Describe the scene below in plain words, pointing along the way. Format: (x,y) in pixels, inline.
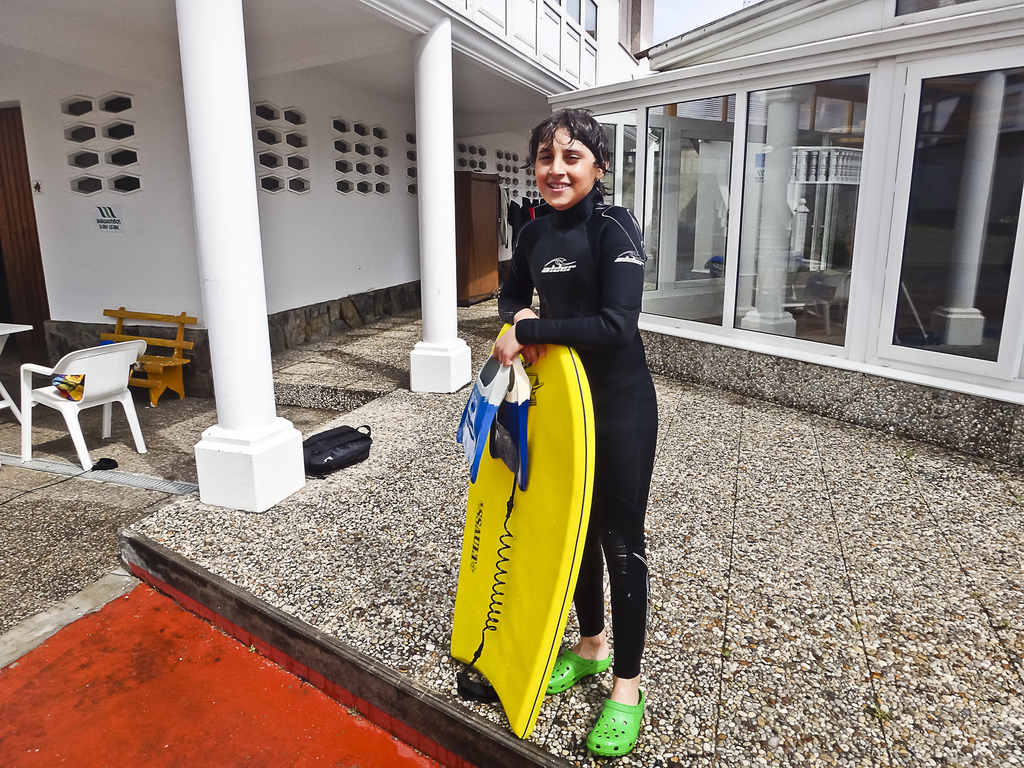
In this image there is a person (594,588) standing on a floor (598,687), holding a surfing board (531,492), in the background (731,58) there are buildings (289,120), chairs (103,388) and a bench (175,346).
